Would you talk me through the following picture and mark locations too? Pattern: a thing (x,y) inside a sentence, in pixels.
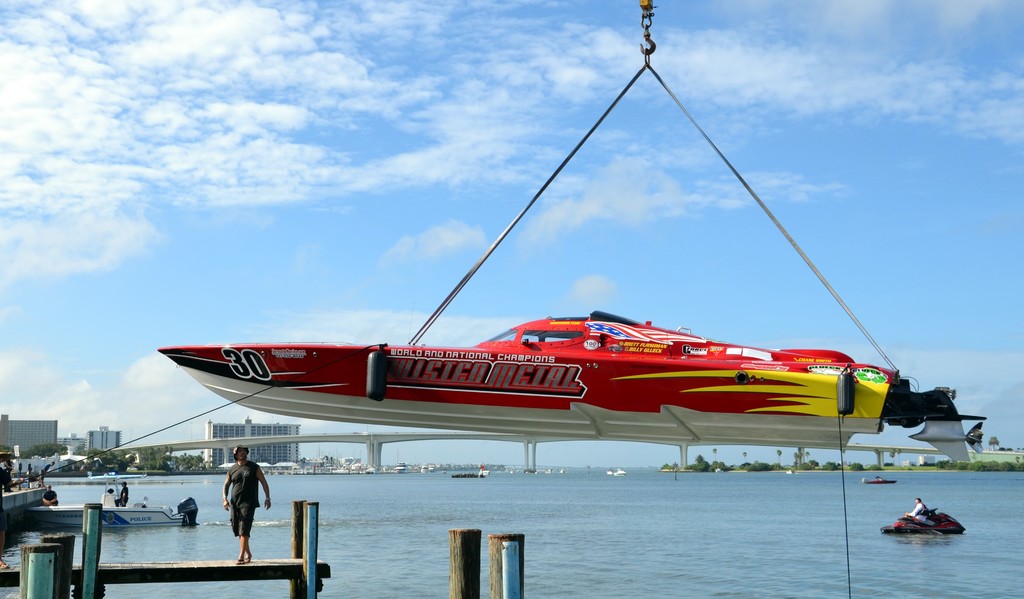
In this picture we can see a few ships (196,503) in water (589,575). There is a ship (557,361) on a hanging rope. We can see a person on a boat (67,512). There is another person (237,489) on the path (274,567). We can see a few buildings (19,435) and trees (114,453) in the background (171,461).
